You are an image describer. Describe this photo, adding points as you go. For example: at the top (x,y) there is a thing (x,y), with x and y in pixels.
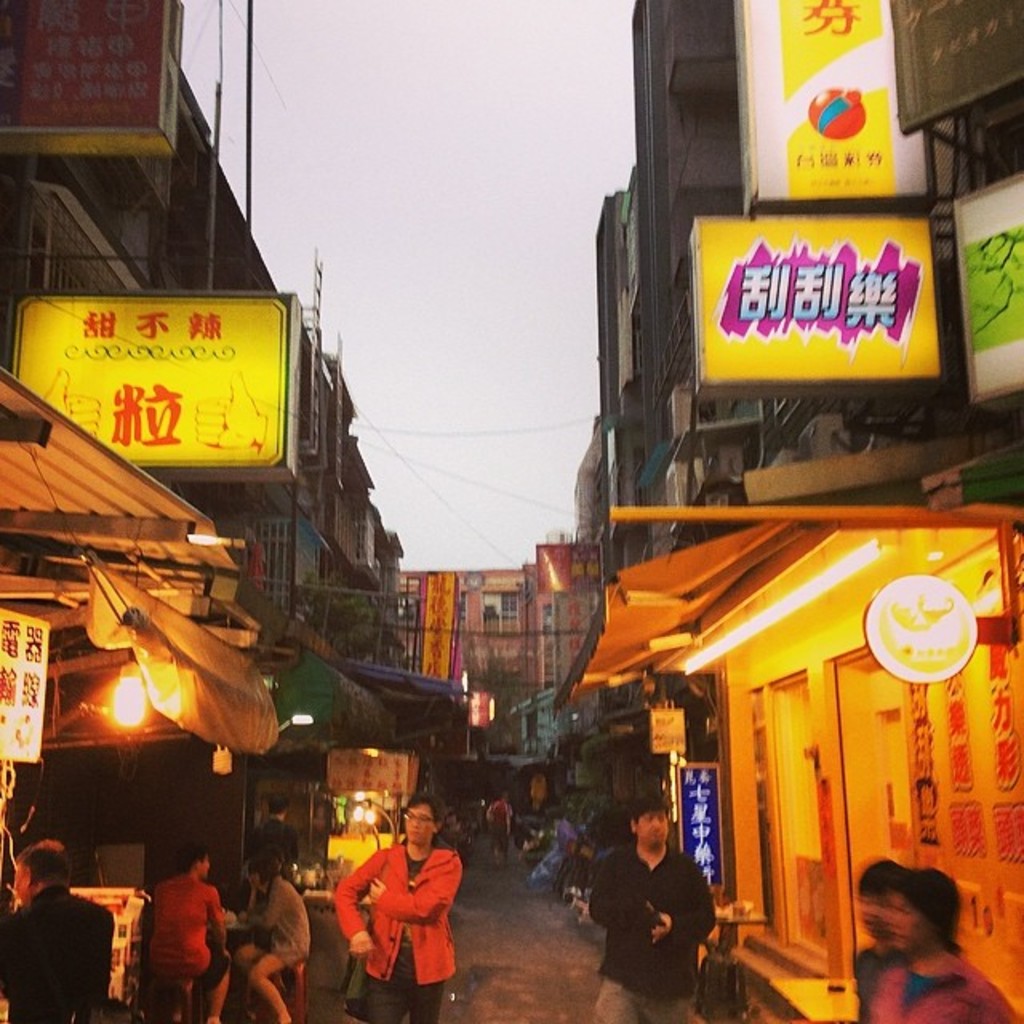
In this picture we can observe some people (191,900) sitting and walking in this path (457,975). There are yellow color lights (143,704) on either sides of this path (537,933). We can observe boards (255,349) fixed to the walls (773,660) of the buildings (412,623). In the background (446,226) there is a sky (443,249).
